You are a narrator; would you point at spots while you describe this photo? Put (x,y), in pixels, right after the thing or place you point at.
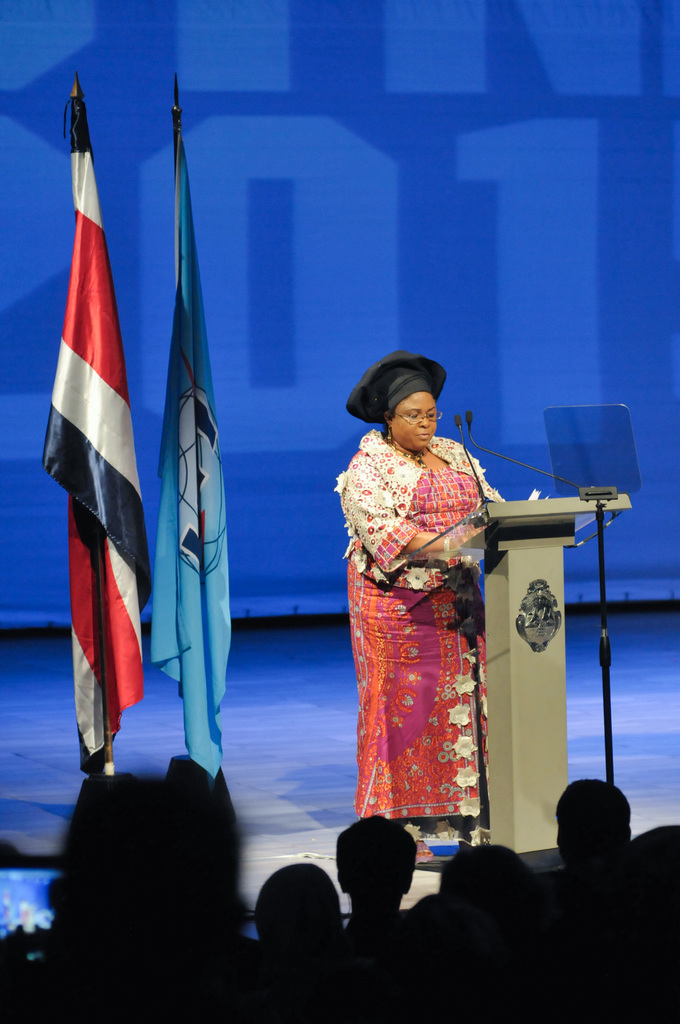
In this image, there are a few people (405,782). Among them, we can see a person (401,531) on the stage (339,840). We can see a podium (542,605) with some image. We can also see some microphones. In the background (345,163), we can also see the blue colored wall (342,297) with some text (358,326).
